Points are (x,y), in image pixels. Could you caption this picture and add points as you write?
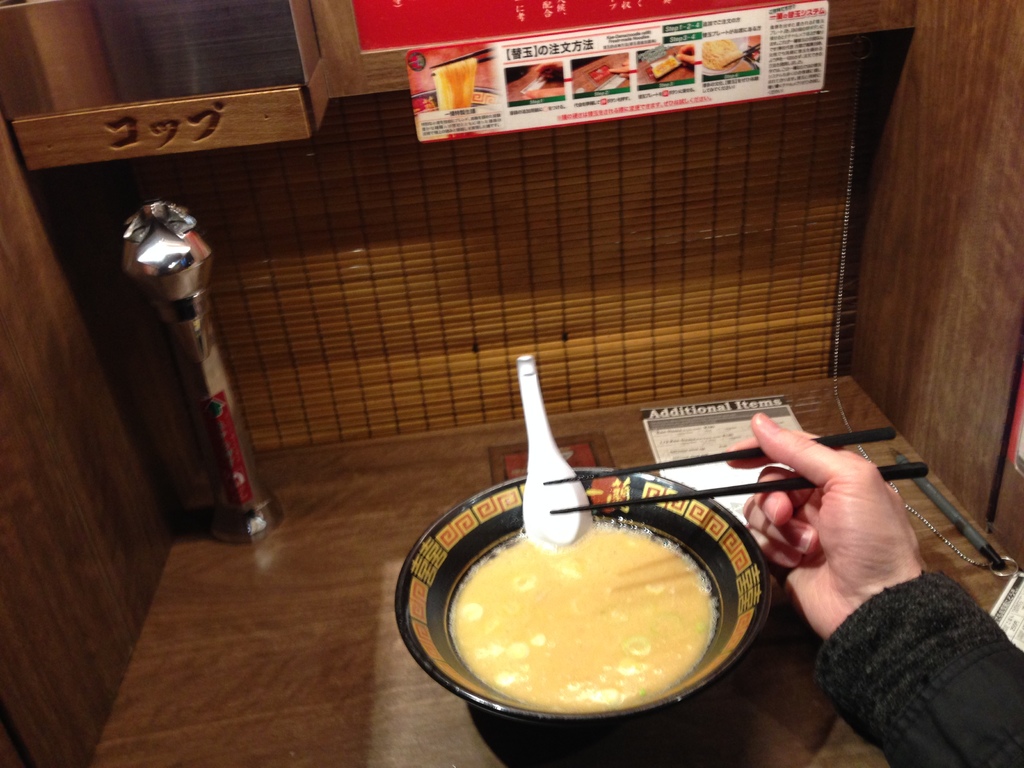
It looks like the image is clicked inside a room (134,387). The walls (134,328) are made up of wood (973,88). In the front (490,598) there is bowl (602,511) in which food (691,594) is kept and the man (836,661) is eating it. In the background (762,43) there is a poster (374,13). To the right (943,675) person (935,726) is wearing black colored dress (902,657).
